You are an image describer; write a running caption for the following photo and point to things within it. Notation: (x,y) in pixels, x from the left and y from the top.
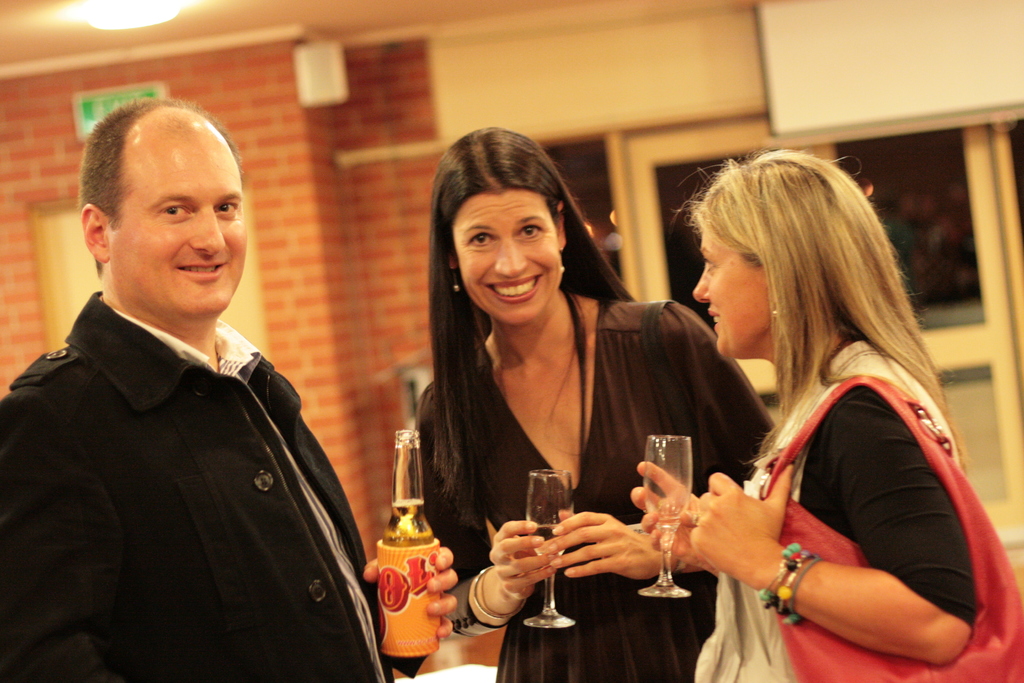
In the picture we can see a man (173,411) and two women (560,572) are standing, women (580,570) are holding a glass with wine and man (143,510) is holding a beer bottle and they are smiling and in the background (47,147), we can see a wall (43,134) which is designed as a brick wall (41,160) and besides we can see a window (982,428) with a glass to it.
